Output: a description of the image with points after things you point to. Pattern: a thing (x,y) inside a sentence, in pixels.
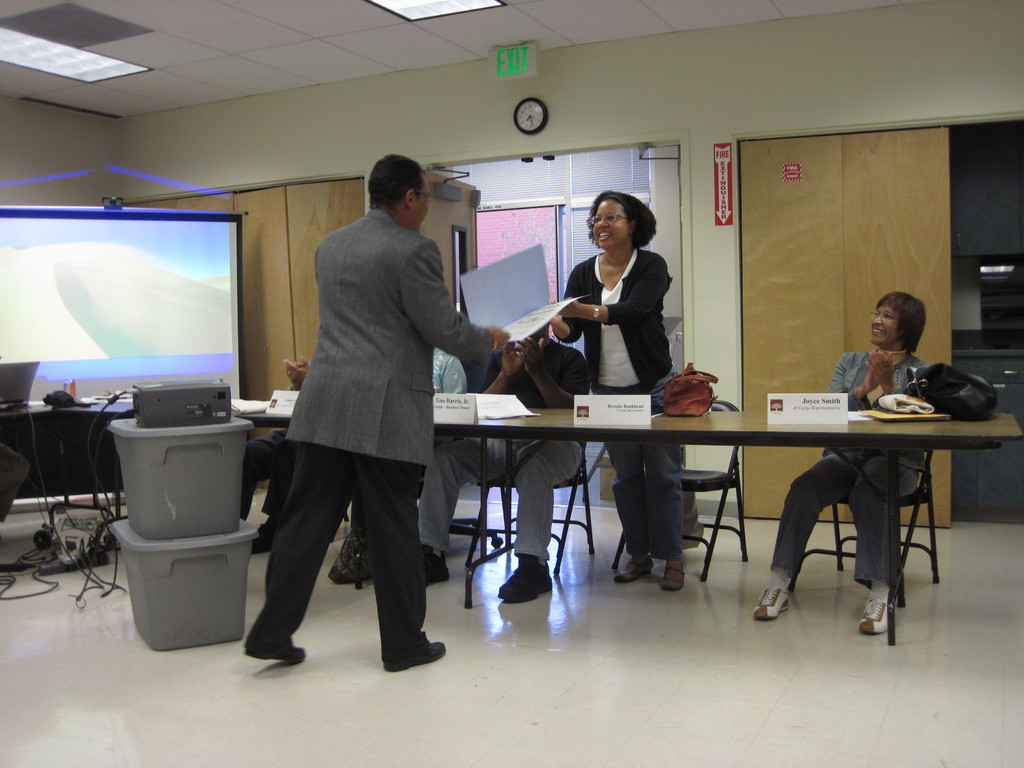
This picture is taken in the room (565,716), There is a floor (348,729) in white color, There is a table (484,430) in brown color, There are some people (877,470) sitting on the chairs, In the middle (370,482) there is a man (370,383) standing and receiving a paper (516,333) from woman (582,312), In the background (884,239) there is a brown color door (830,222) and a white color wall (308,91).
